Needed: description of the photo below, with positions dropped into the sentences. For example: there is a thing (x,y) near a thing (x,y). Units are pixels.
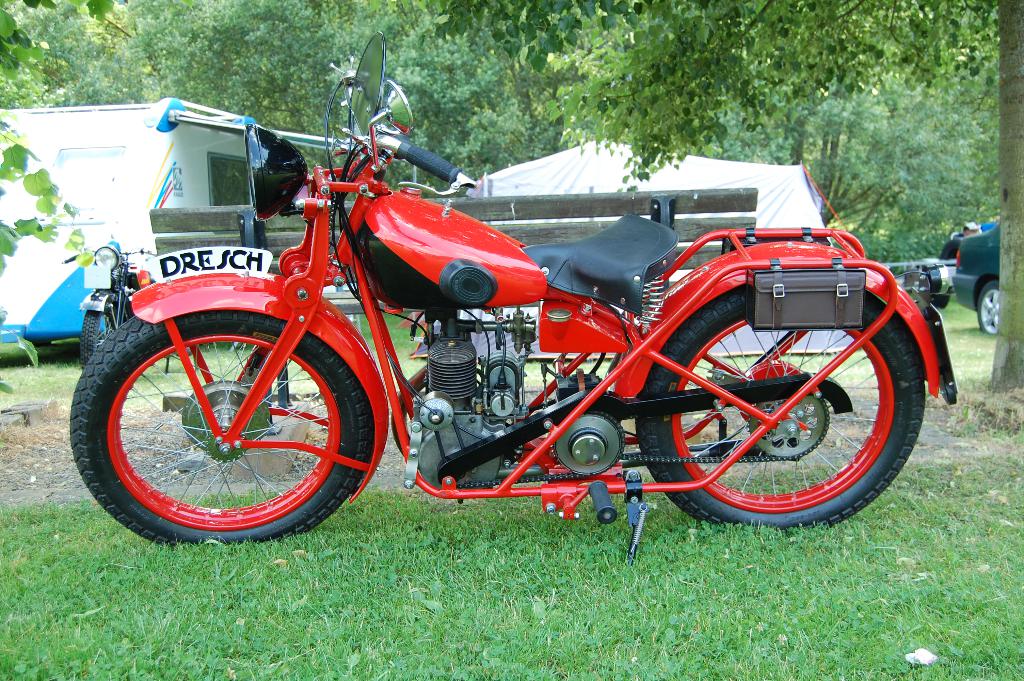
In the middle of this image (508,350), there is a red color bike (910,324) parked on the ground (31,574), on which there is grass (188,592). In the background (759,198), there is a tent (685,167), there are vehicles (118,114), trees (1002,77) and grass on the ground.
